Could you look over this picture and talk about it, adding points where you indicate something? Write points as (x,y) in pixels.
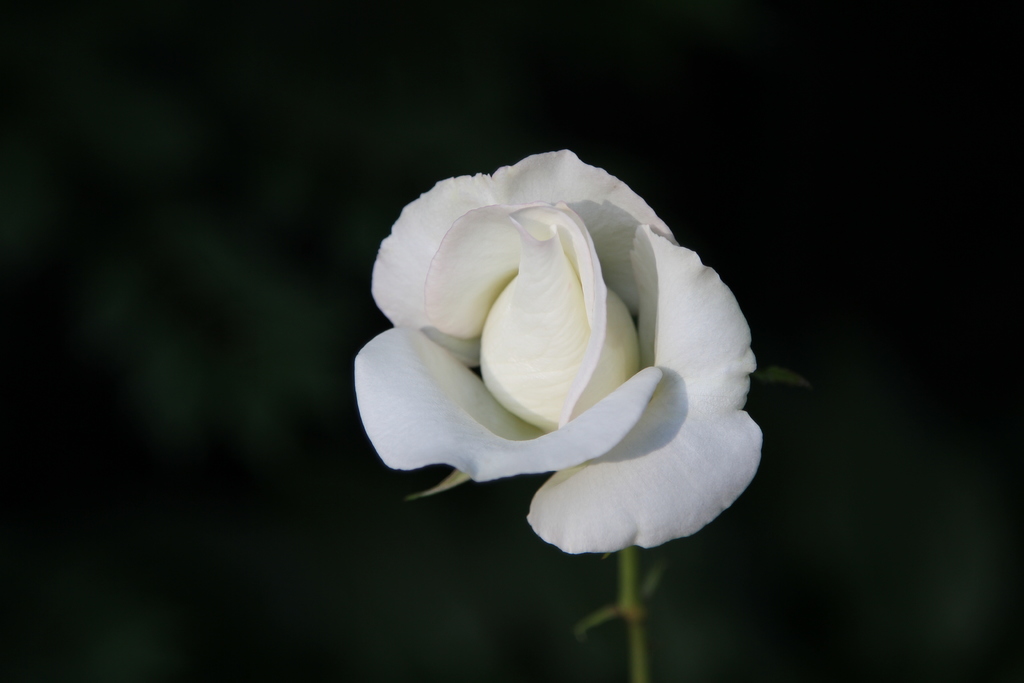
In this image there is a white color flower (566,351), there is a stem (623,569) truncated towards the bottom of the image (642,681), the background of the image (610,585) is dark.
